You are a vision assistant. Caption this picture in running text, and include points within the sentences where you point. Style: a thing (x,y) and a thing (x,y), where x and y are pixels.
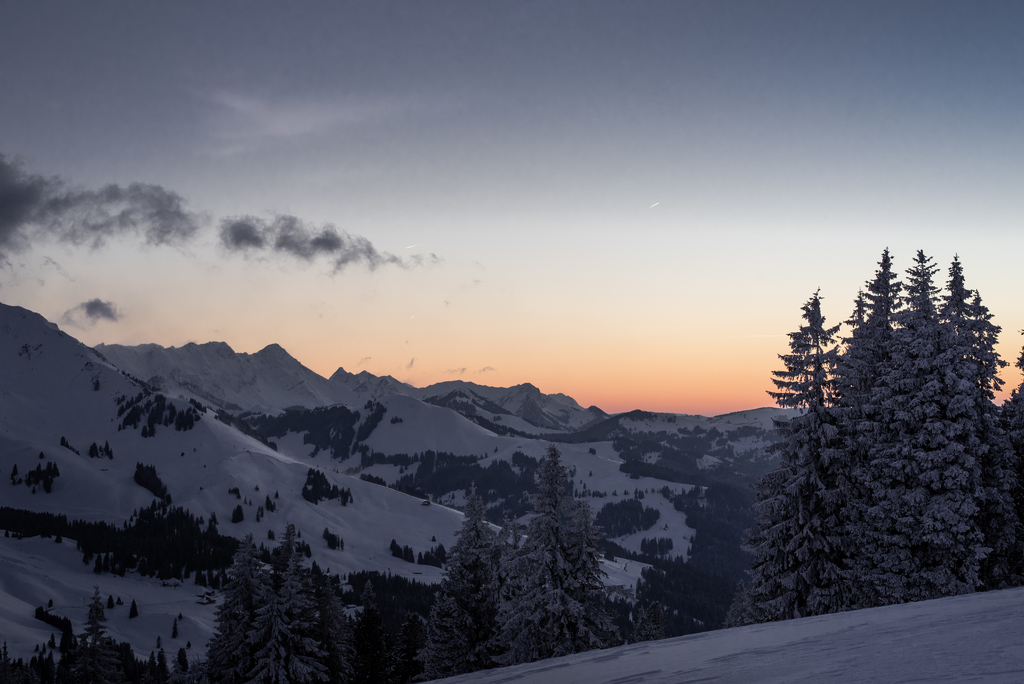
The picture consists of trees (450,600) and mountains (435,418) covered with snow (596,454). In the background (458,206) it is sky (550,185).
